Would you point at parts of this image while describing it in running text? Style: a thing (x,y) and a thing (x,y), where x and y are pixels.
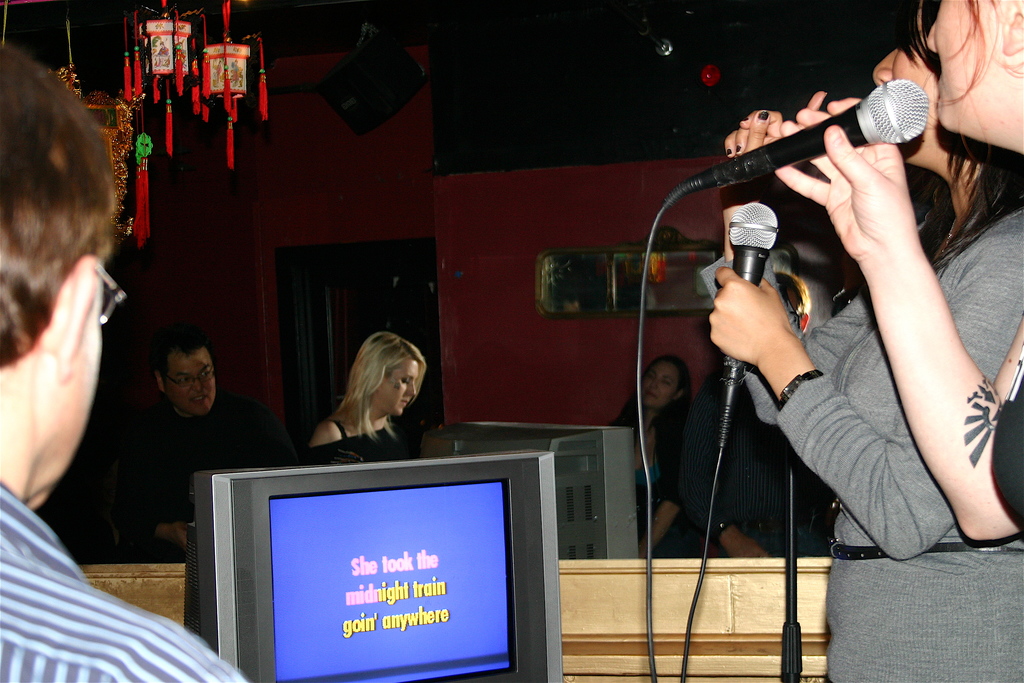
In this image I can see few people (915,601). In front (937,410) I can see two persons (860,379) standing and holding two microphones (762,273) and I can also see two televisions (554,536). In the background (161,26) I can see few wall hangings (181,53).
